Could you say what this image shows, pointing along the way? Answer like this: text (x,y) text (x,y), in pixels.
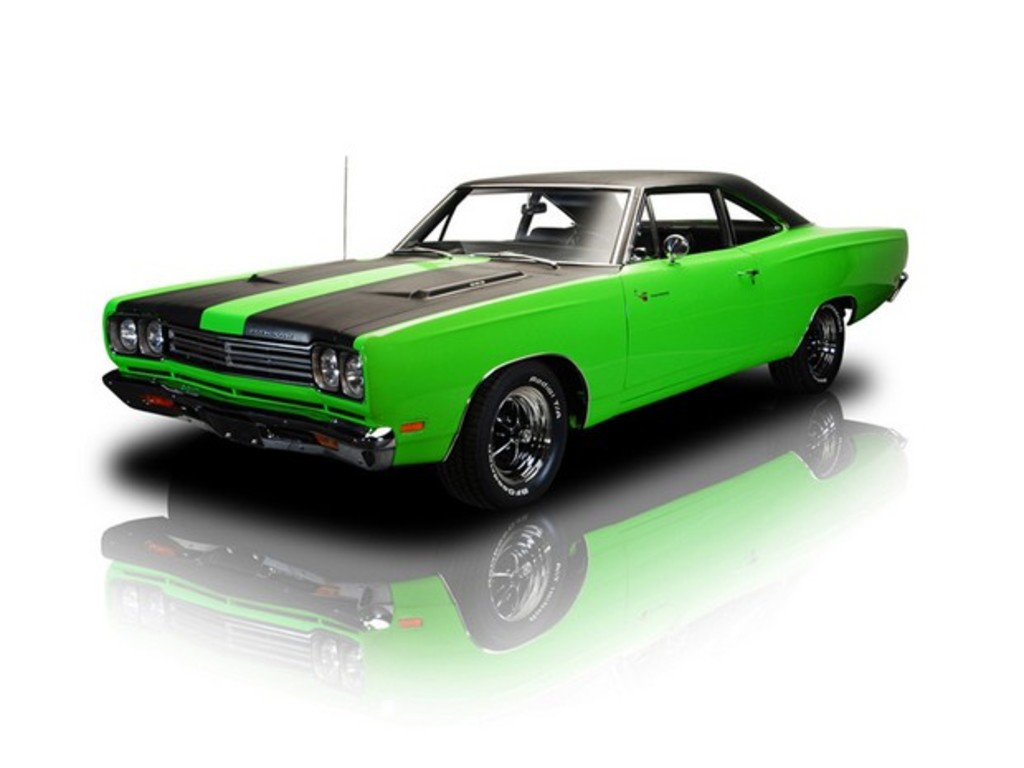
Here we can see a black and green colour combination car (522,331) is placed on the surface (930,514). At the bottom (372,597), we can see car reflection (310,607).
